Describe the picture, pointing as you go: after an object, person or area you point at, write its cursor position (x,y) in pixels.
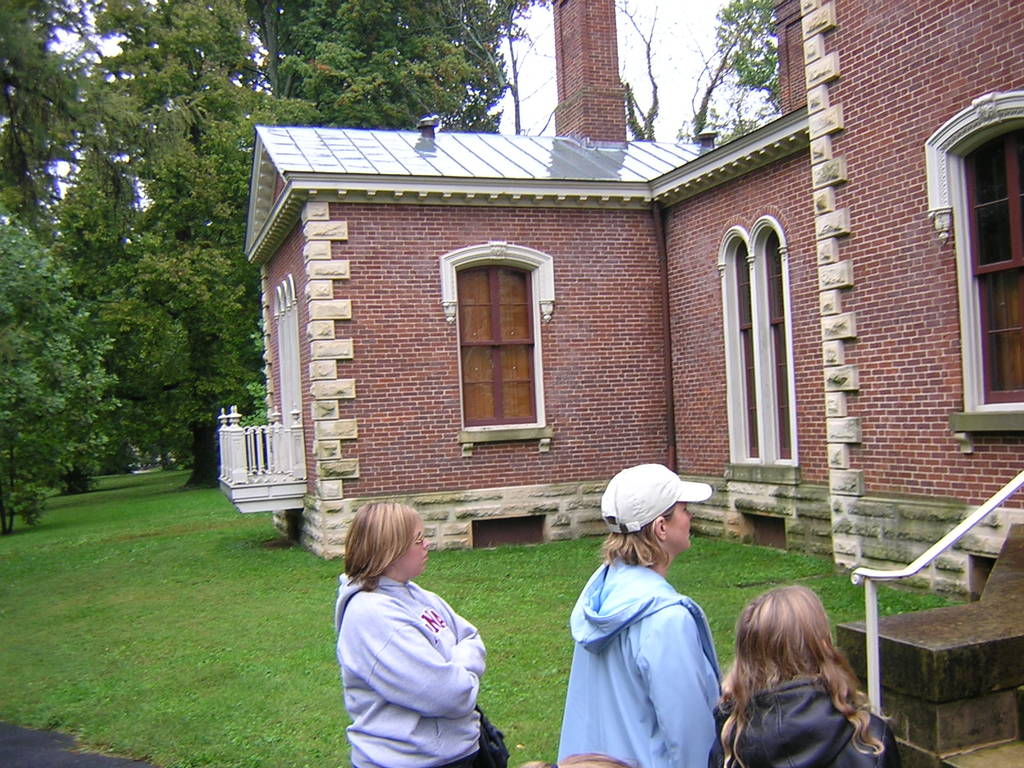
The picture is taken near a house (777,454). In the foreground (705,721) there are three people (481,657). In the center of the picture (484,313) there is a house (717,325), windows (474,329), door (298,405), railings (262,449), grass (218,487) and trees (434,76).
